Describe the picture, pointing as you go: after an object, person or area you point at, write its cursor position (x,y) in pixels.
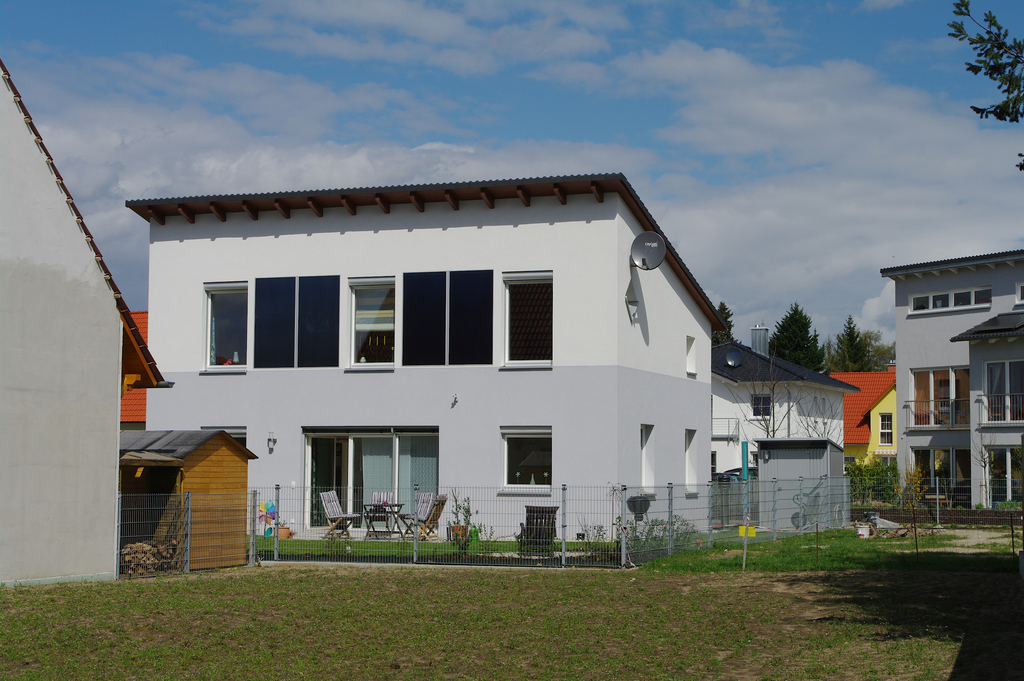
In this picture, we can see a few buildings (489,361) with windows (235,309), houses (657,462), we can see ground (552,580) with grass (463,629), trees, and we can see chairs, fencing (729,539) and the sky (750,99) with clouds (566,34).
